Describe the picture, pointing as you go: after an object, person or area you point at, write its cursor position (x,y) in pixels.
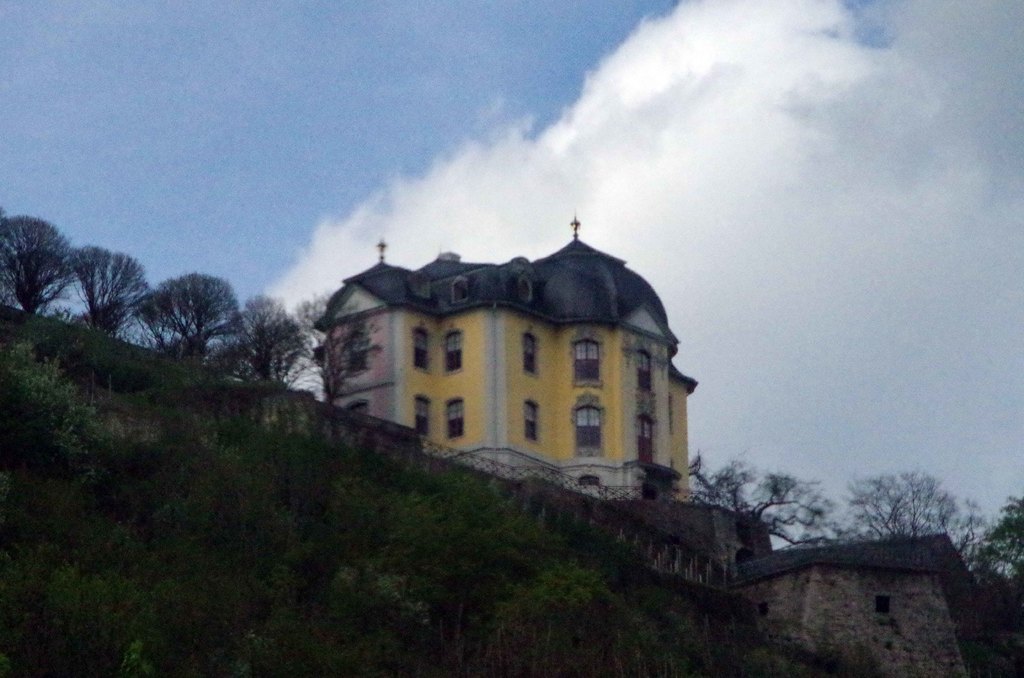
In the center of the image (474,360) there is a building (455,402) on the hill (278,468). At the bottom of the image (513,502) we can see trees (63,399). In the background (213,338) we can see trees (928,517), sky (439,136) and clouds (726,170).
